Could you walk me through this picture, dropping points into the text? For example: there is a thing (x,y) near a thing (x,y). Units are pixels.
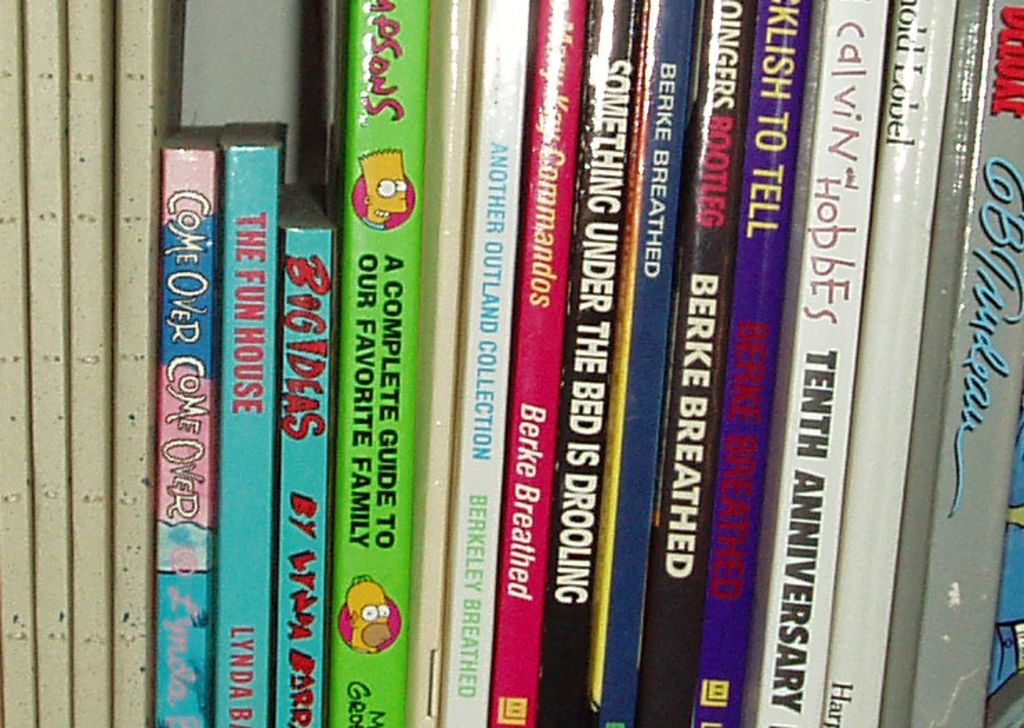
In this image there are books (563,434) arranged in an order.
